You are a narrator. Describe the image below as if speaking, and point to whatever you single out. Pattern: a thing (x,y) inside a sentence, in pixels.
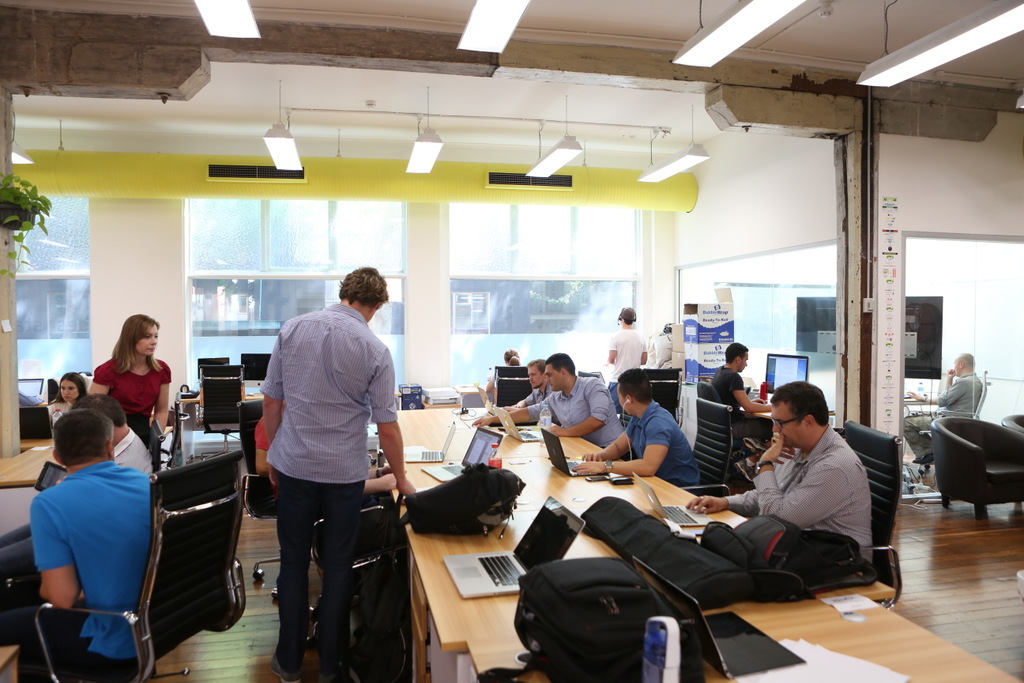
Here we can see that a person (322,377) is standing on the floor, and here all are sitting on the chair (701,475), and in front (546,529) here is the table (584,509) and laptops (554,518) bags (616,546) and other objects (697,532) on it, and here is the glass door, and at above here are the lights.
